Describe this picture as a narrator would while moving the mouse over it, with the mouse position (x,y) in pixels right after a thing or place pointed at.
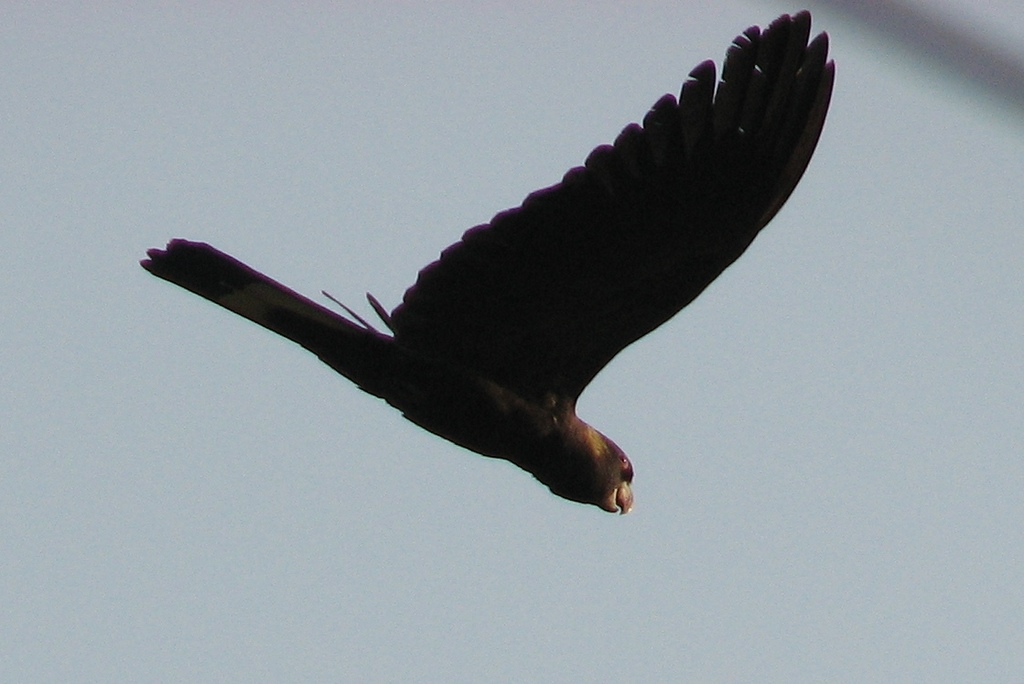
In this image I can see there is a bird (527,292) flying in the sky (134,166), it has black wings (695,210) and black feathers (752,110). The sky (786,380) is clear.
